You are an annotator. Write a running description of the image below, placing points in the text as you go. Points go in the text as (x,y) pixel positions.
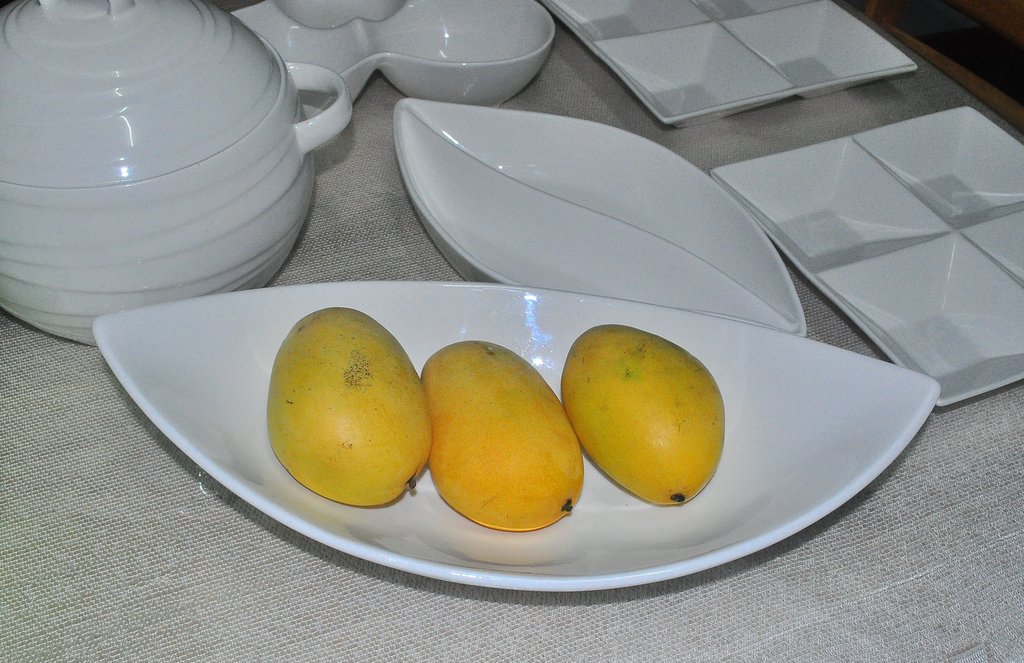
In this picture there are mangoes (532,422) on the plate (599,510) and there are plates (465,263), bowls (528,3) and there is a kettle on the table (995,100) and the table (969,514) is covered with silver color cloth (680,608).
